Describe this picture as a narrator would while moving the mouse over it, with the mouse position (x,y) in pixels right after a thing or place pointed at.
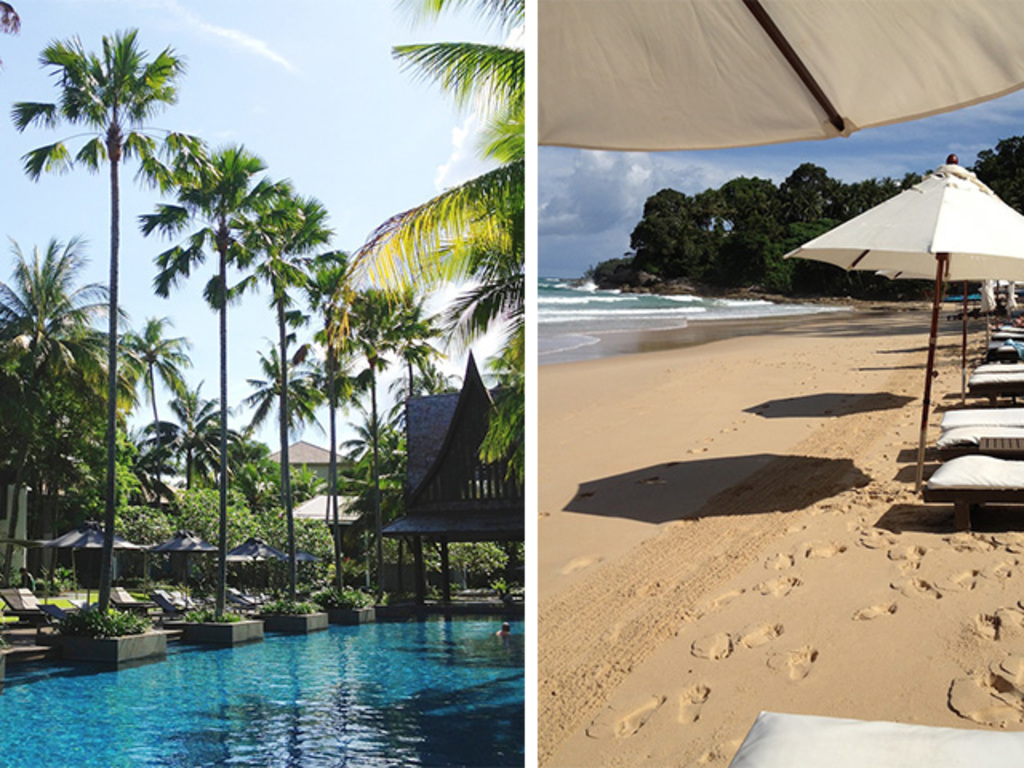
In this image I can see two collage photos of trees (153,357), clouds (872,163), water (92,765) and buildings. I can also see number of chairs (11,593) and white colour shades (857,88).
